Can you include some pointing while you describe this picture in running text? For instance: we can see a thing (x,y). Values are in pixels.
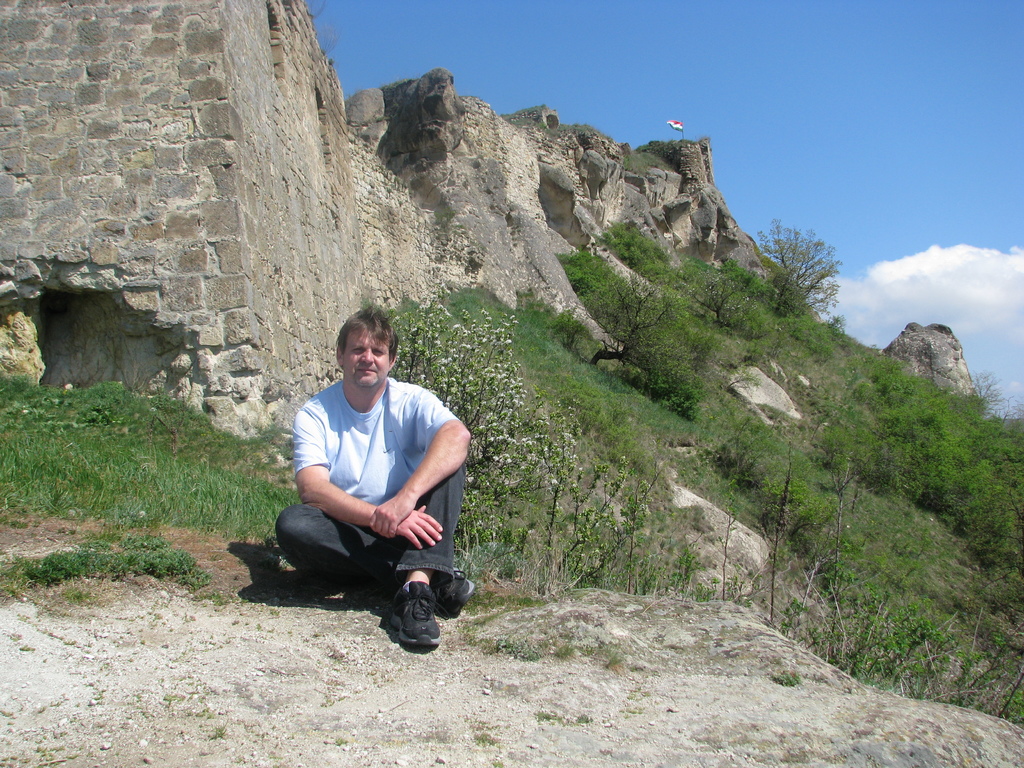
In this image there is a person (398,481) sitting on the rock (274,652), and in the background (783,212) there are trees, flag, hill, sky (747,44).
